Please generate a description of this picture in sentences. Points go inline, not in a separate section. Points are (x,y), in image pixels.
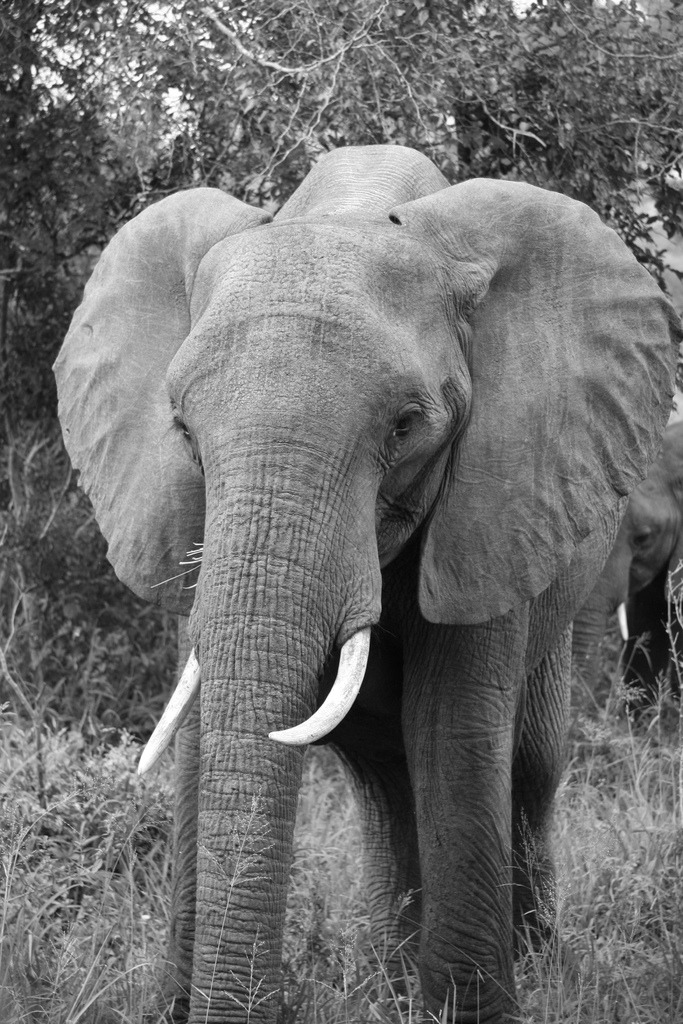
This is black and white image where we can see an elephant (383,789) is standing on grassy land (580,933). Behind the elephant (374,796) trees (318,91) are there.
